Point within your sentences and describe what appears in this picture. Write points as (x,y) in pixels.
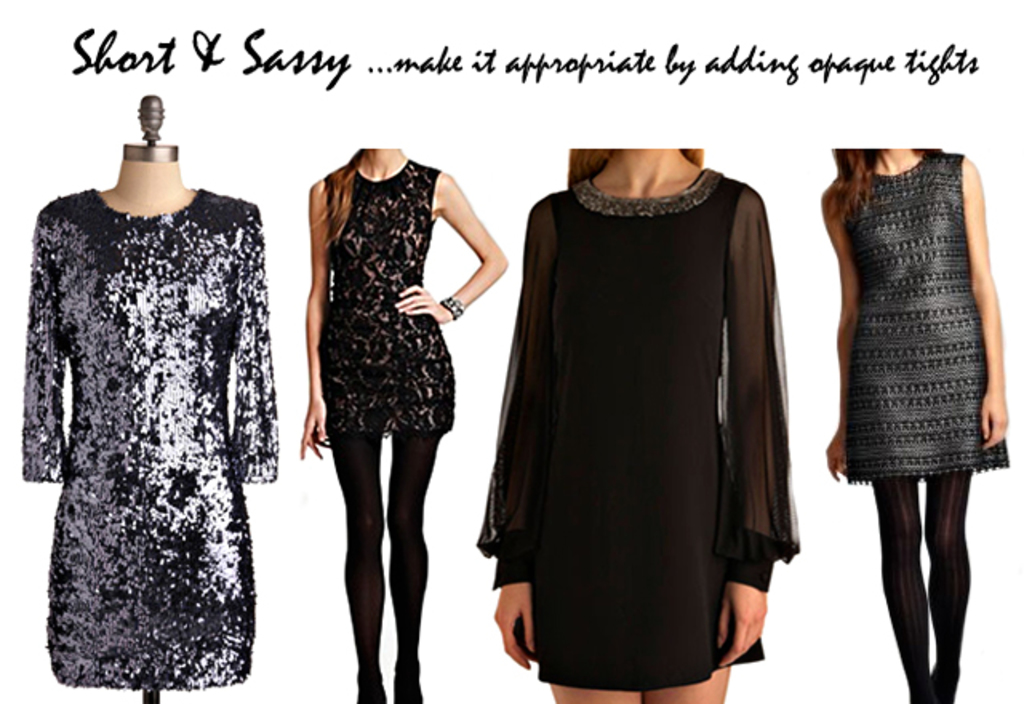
In this image I see 3 women (774,524) who are wearing dresses (367,277) which are of black and this woman (901,238) is wearing grey and black color dress (884,261) and I see this dress (106,353) is of black and silver in color and I see few words (261,42) written over here and it is white in the background (988,196).
